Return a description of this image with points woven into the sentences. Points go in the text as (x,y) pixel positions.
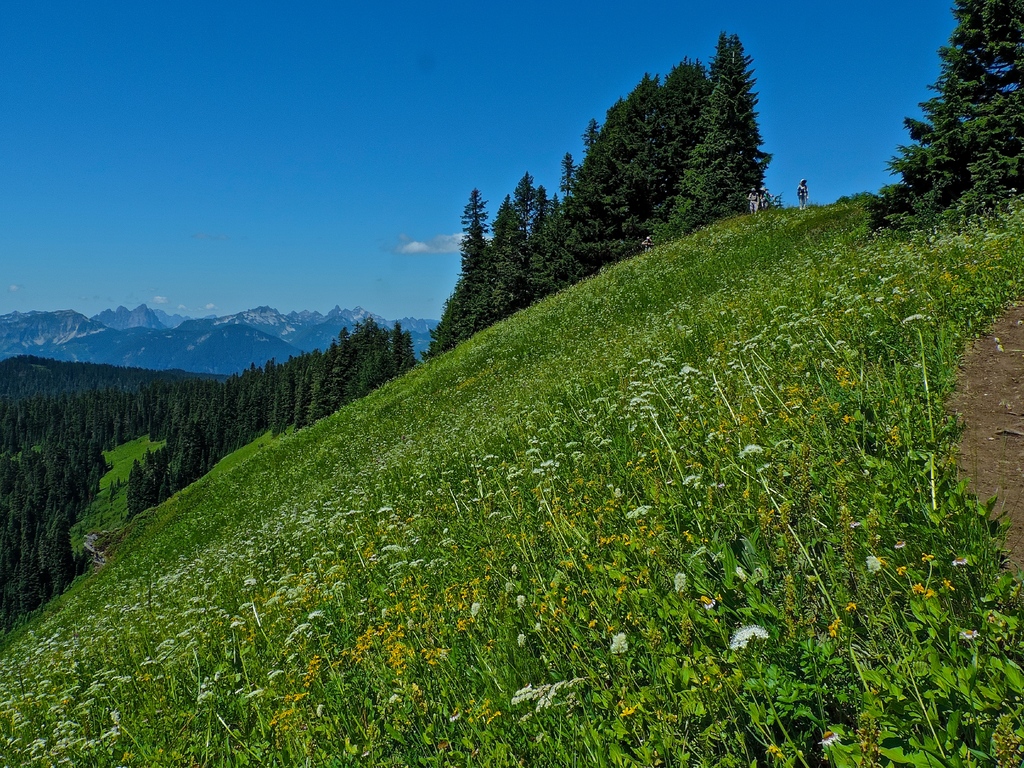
In the foreground of the picture (440,504) there are plants (503,613), flowers (781,757) and soil (1017,409). On the left (22,539) there are trees (167,442) and mountains (298,322). In the center of the picture (492,291) there are trees (595,181) and people (756,200). On the right (1019,95) there are trees (989,114). At the top (344,99) it is sky (544,88).
